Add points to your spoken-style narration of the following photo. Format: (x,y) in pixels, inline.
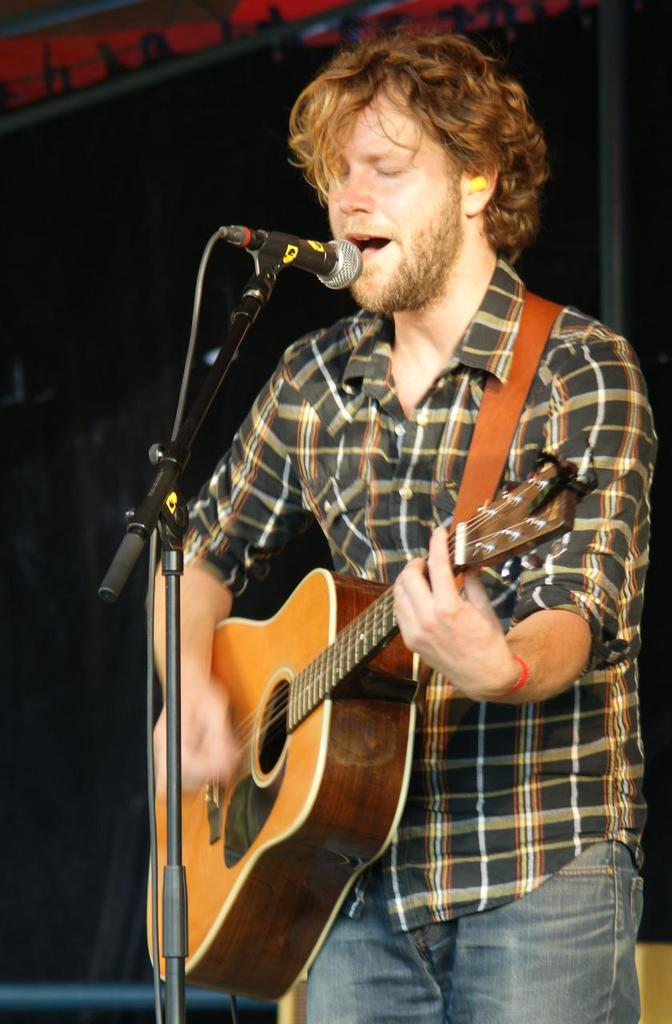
The picture consists of one person (574,638) wearing a shirt (481,822) and jeans (495,931) and playing a guitar (330,681) and singing in front of a microphone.
